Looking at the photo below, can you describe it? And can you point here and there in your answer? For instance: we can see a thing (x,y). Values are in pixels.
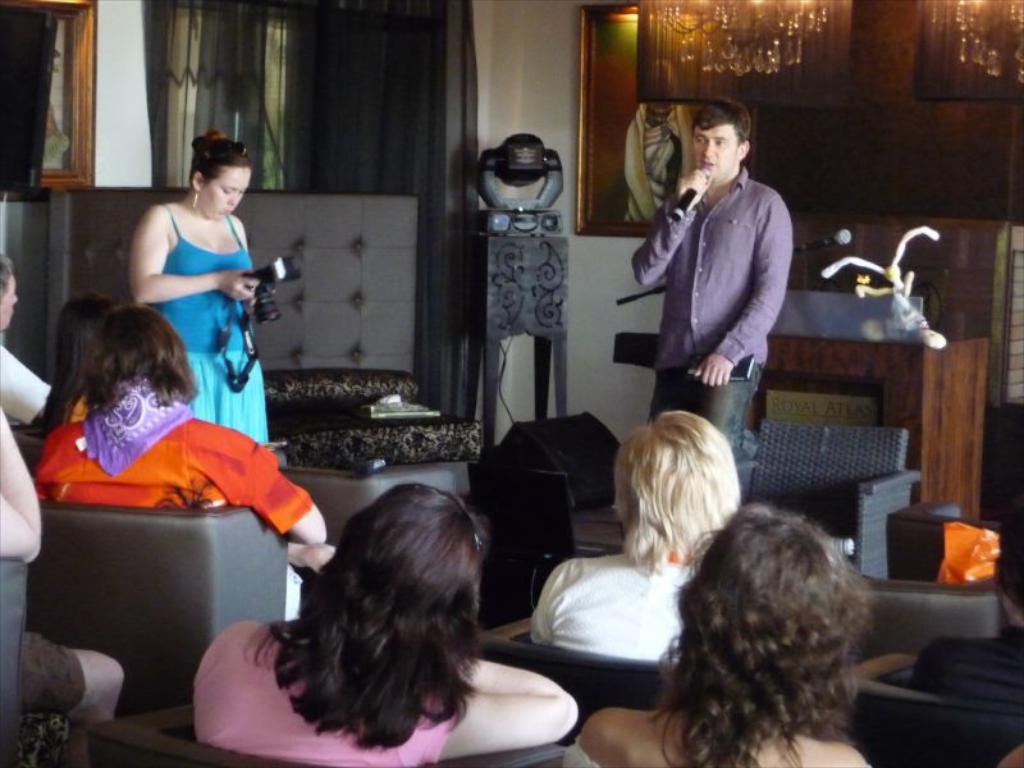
In this picture we can see a group of people (718,642) sitting on chairs (76,539), woman (248,249) holding a camera (269,293) with her hand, man (707,149) holding a mic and a book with his hands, chandeliers (737,9) and some objects (504,527) and in the background (266,134) we can see frames (63,61) on the wall (113,59), curtains (223,96).
